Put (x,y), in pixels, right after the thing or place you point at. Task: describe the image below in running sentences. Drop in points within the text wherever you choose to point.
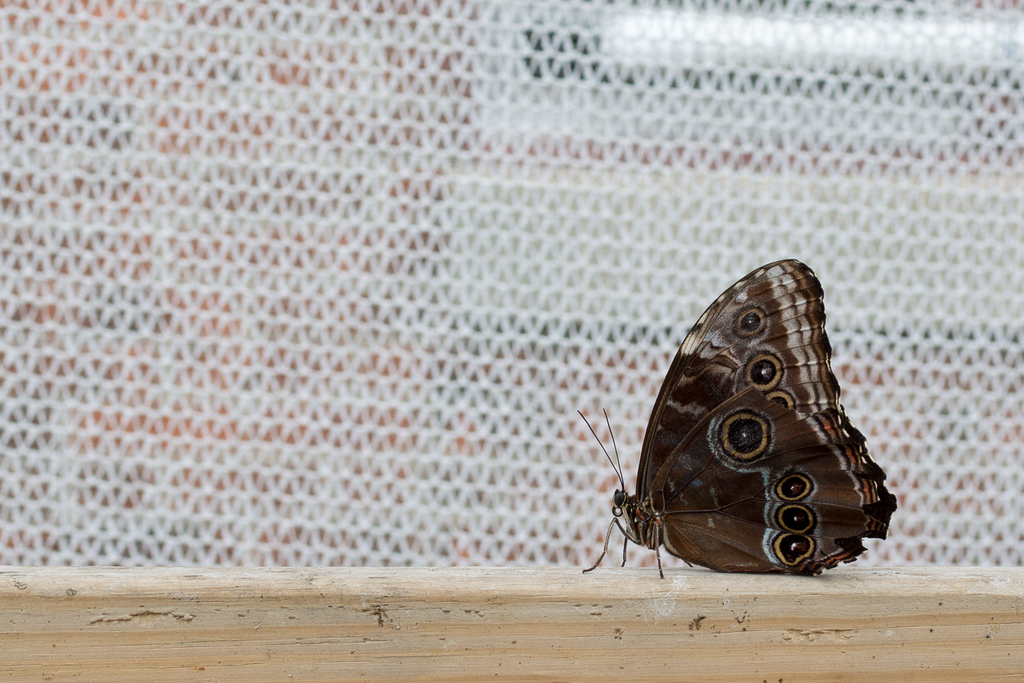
In the foreground of the image (801,577) there is a butterfly (831,565) on the wooden surface (461,609). In the background of the image (391,325) there is net (316,215).
